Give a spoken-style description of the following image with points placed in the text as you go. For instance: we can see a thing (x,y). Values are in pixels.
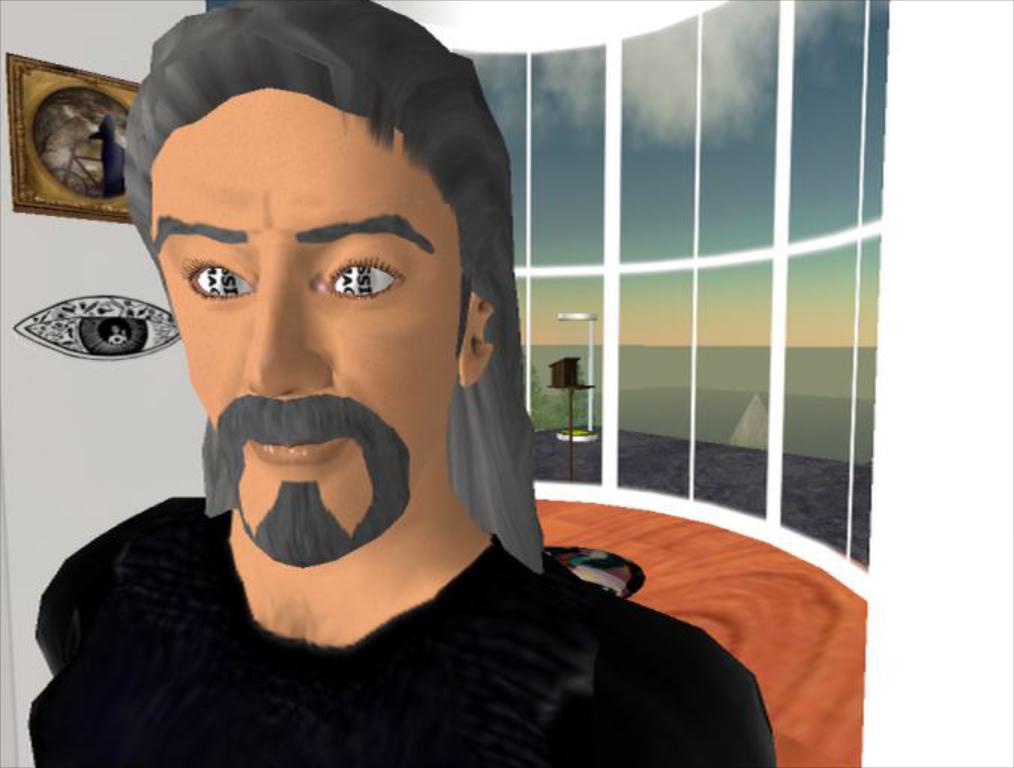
In this picture we can observe a graphic (287,452). There is a person (230,625) wearing black color dress (324,707). We can observe glass windows (784,379) behind him. There is a photo frame (108,143) fixed to the wall (77,24) on the left side (45,190). In the background (642,166) there is a sky (649,145) with some clouds (665,140).
